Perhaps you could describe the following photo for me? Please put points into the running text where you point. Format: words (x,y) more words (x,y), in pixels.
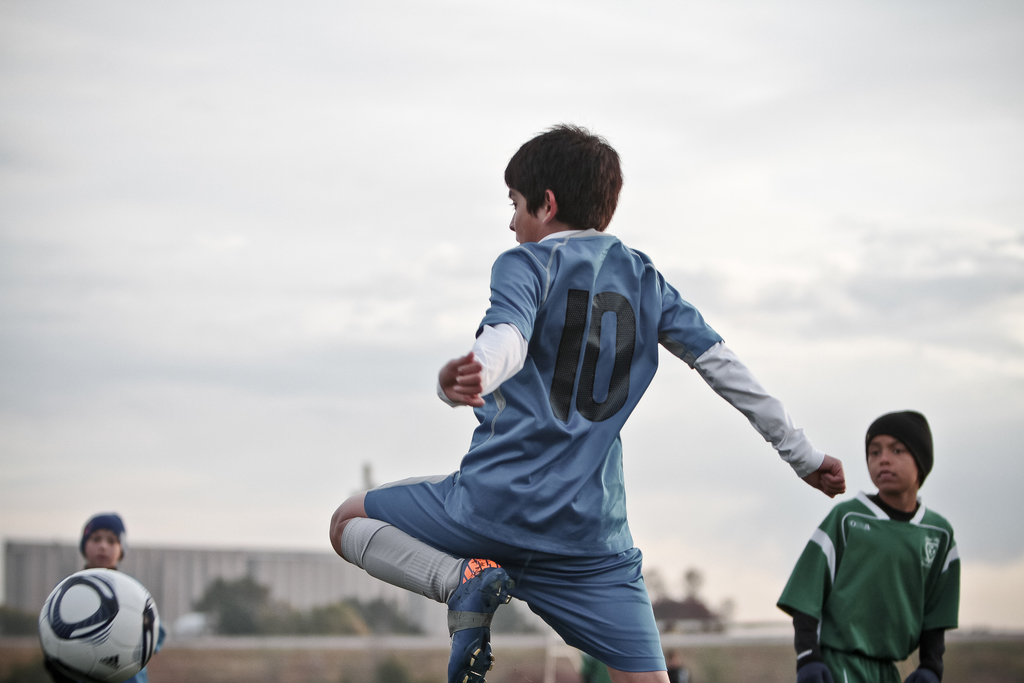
In this image there is a boy (463,485) who is flying in the air (743,590) and trying to kick the football (141,621) which is on the left side (124,593). In the background (799,592) there are two other players (815,570). At the top (747,89) there is the sky (697,95). There are buildings (276,561) and trees (387,601) in the background (320,582).
